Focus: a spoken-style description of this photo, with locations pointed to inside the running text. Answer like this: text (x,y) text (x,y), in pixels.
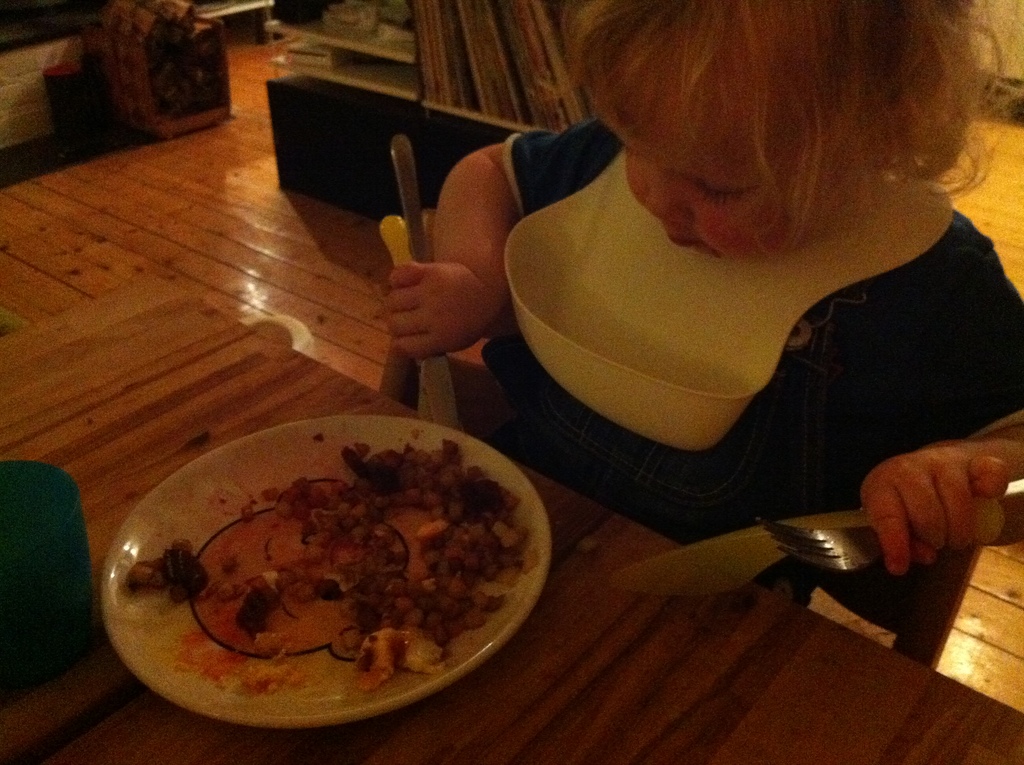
In this picture we can see a girl (887,475) holding a knife (407,153) and a fork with her hands (971,478) and in front of her we can see a plate (164,690) on a table (66,685) with a food item (297,492) on it and in the background (295,1) we can see some objects (318,143).
